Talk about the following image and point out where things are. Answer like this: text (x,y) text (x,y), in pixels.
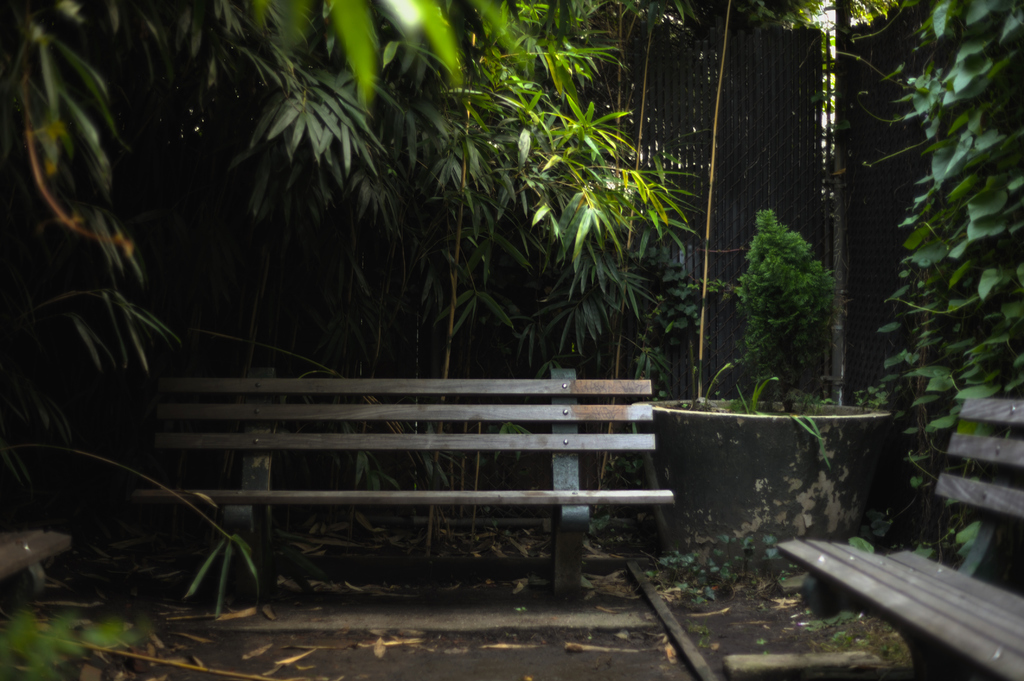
In this image I can see ground (489,636), two benches (974,643) on the ground (536,654), a flower pot (772,468) and a tree (797,321) which is green in color in it. In the background (536,199) I can see few trees (457,133) which are green in color and the fencing (797,155).
